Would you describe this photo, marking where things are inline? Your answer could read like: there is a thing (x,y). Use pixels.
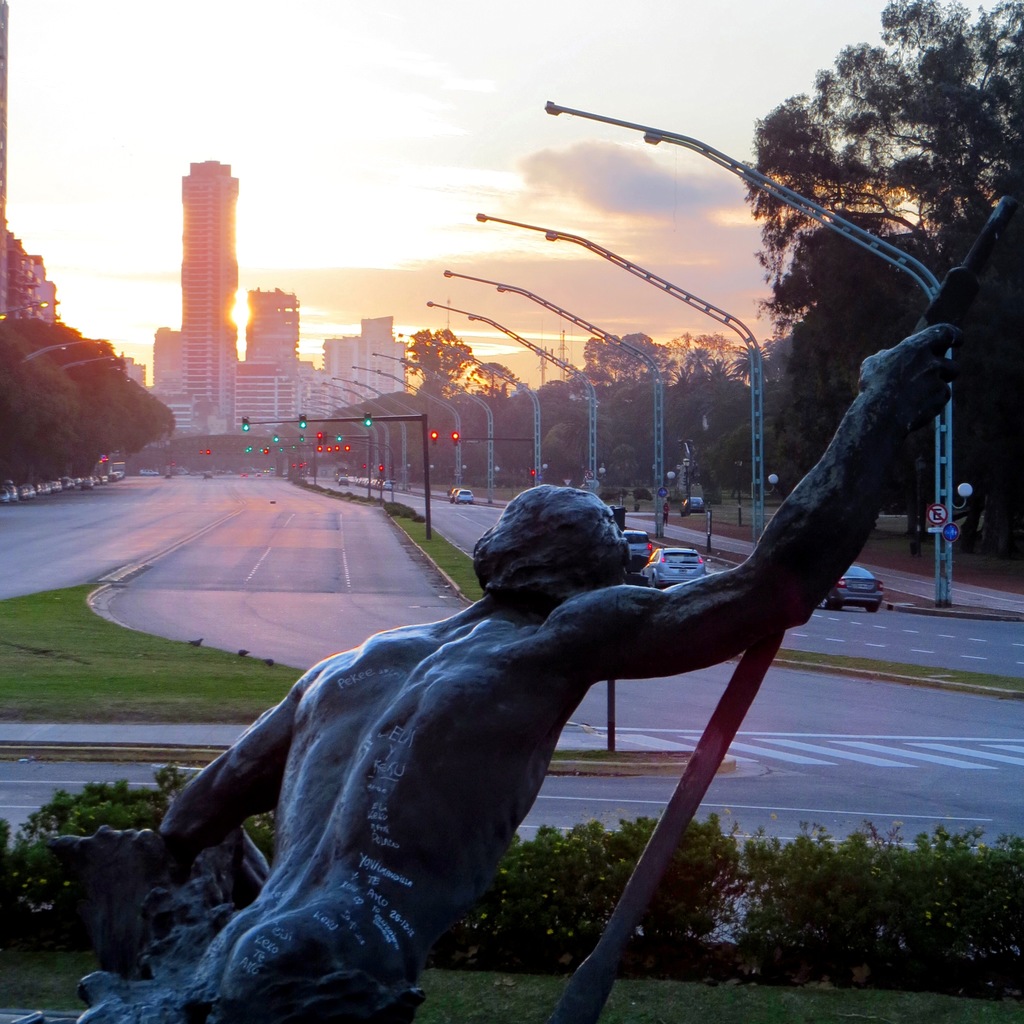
In the picture we can see a sculpture (582,986) which is black in color on the grass surface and it is a sculpture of a man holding a stick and leaning to the ground (25,690) and behind it, we can see some plants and road (1014,653) and on the road (1023,666) we also can see some grass surfaces (20,708) and poles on it with lights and on the either sides of the road (332,514) we can see trees (88,388) and in the background (217,355) we can see buildings (196,396), tower buildings (199,362), and behind it we can see a sky (386,289) with clouds (320,287).
